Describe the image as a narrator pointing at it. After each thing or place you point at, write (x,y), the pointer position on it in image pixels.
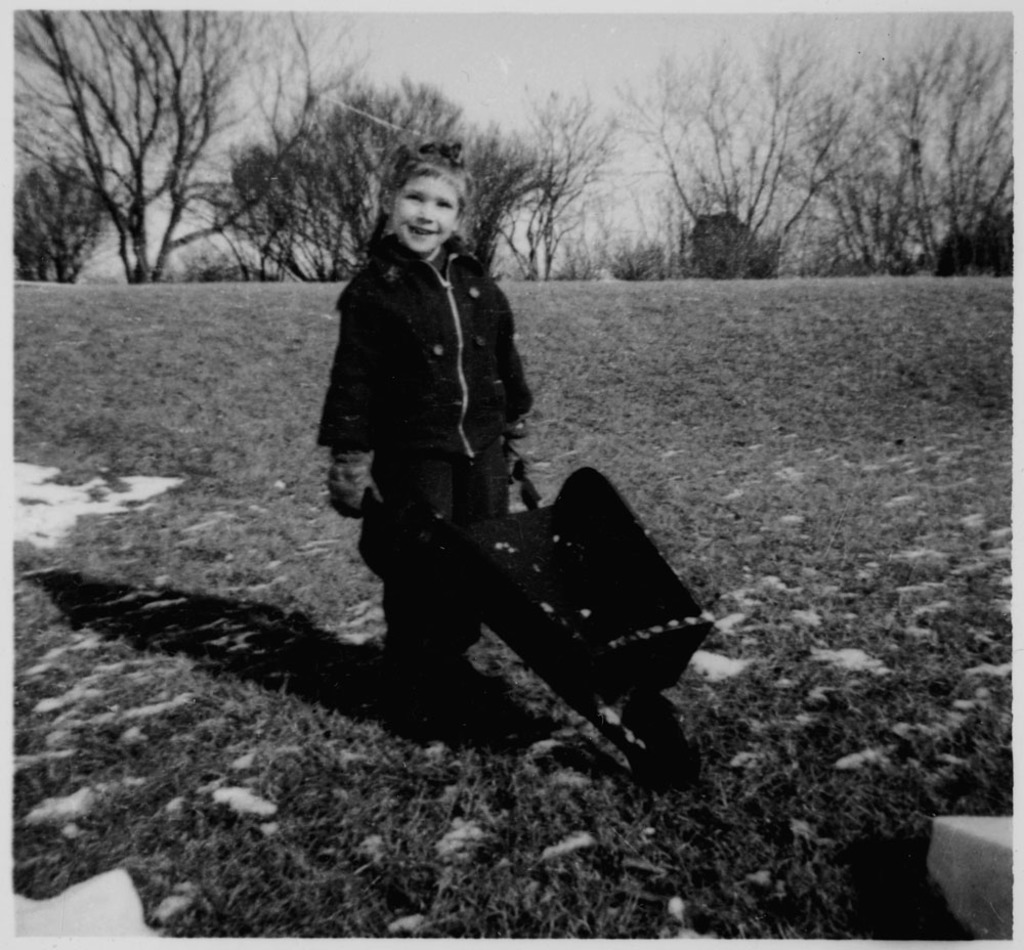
This is a black and white picture. In the background (268,156) we can see trees (410,101). Here we can see a child (416,711) standing and smiling. This is a black object (594,627) on the ground (63,807).
